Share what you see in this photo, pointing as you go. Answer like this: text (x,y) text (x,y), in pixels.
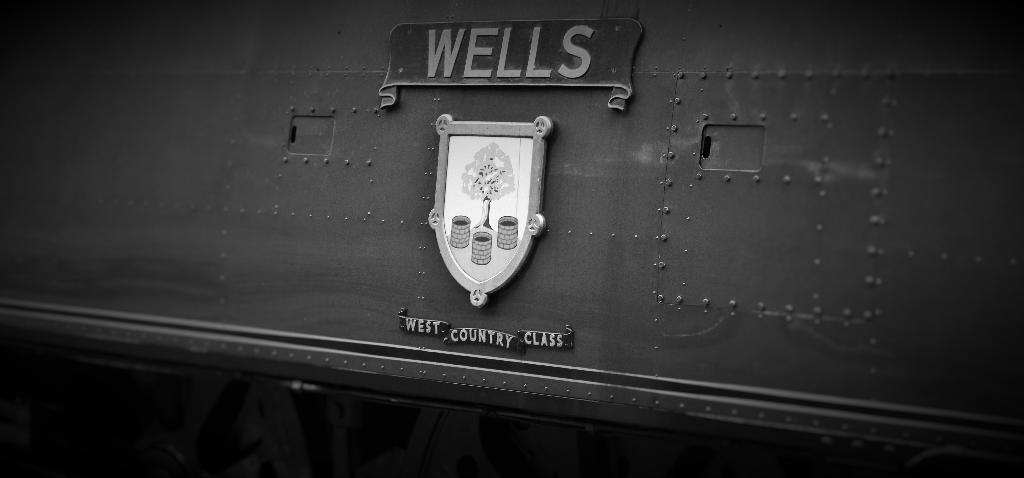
In this image there is some object (333,67) and it looks like board (503,61), and on the board (516,56) there is some text (531,52) and some object (476,207). On the object (492,200) there is a drawing (466,239) of trees (488,156) and some barrels (465,235).
